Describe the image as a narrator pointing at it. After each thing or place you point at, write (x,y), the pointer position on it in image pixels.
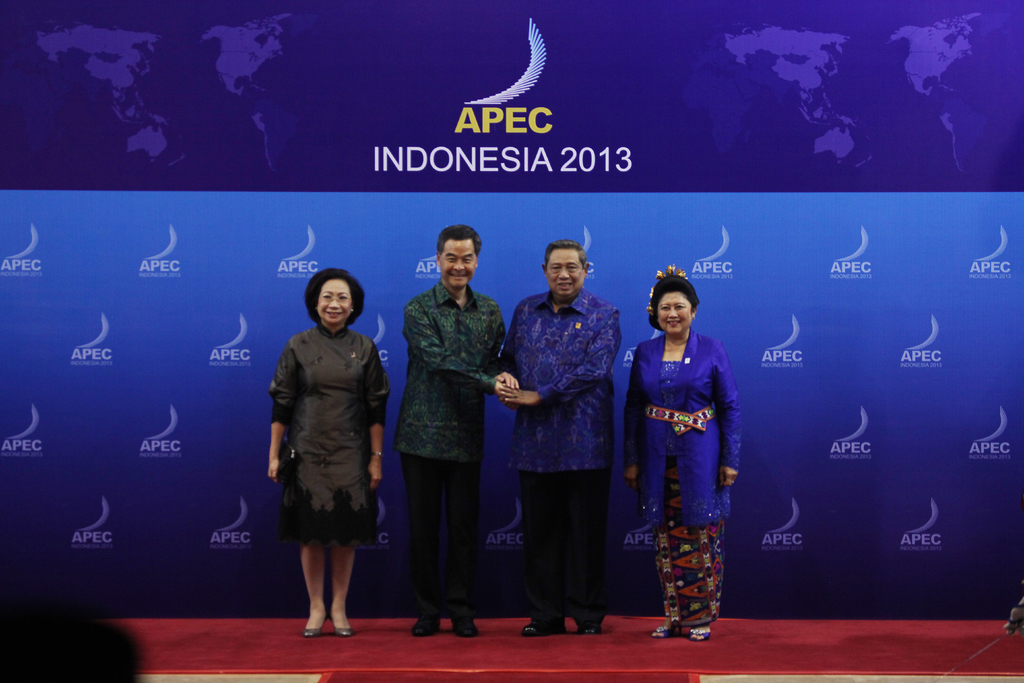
In the middle of the image (472,260) few people (605,534) are standing and smiling. Behind them there is a banner (395,45).
